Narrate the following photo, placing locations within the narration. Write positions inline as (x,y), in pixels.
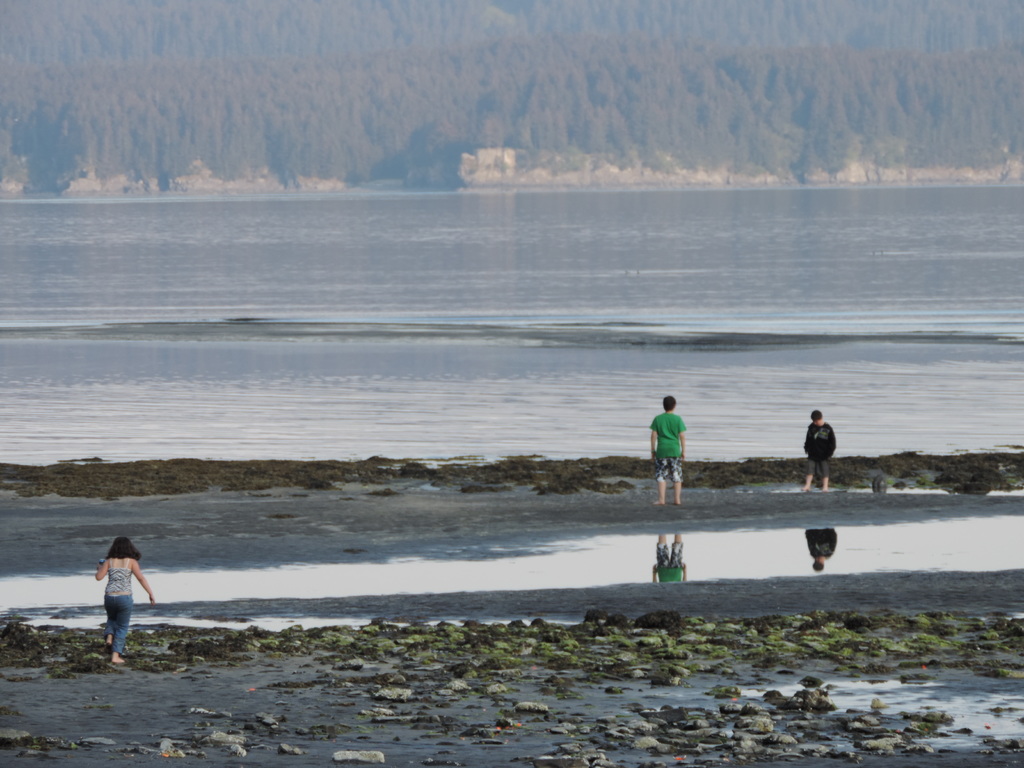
This is a beach (581,638). Here I can see three people (126,612) are standing. In the background (272,293) there is a sea (319,255). At the top of the image (223,102) there are many trees (468,99).
